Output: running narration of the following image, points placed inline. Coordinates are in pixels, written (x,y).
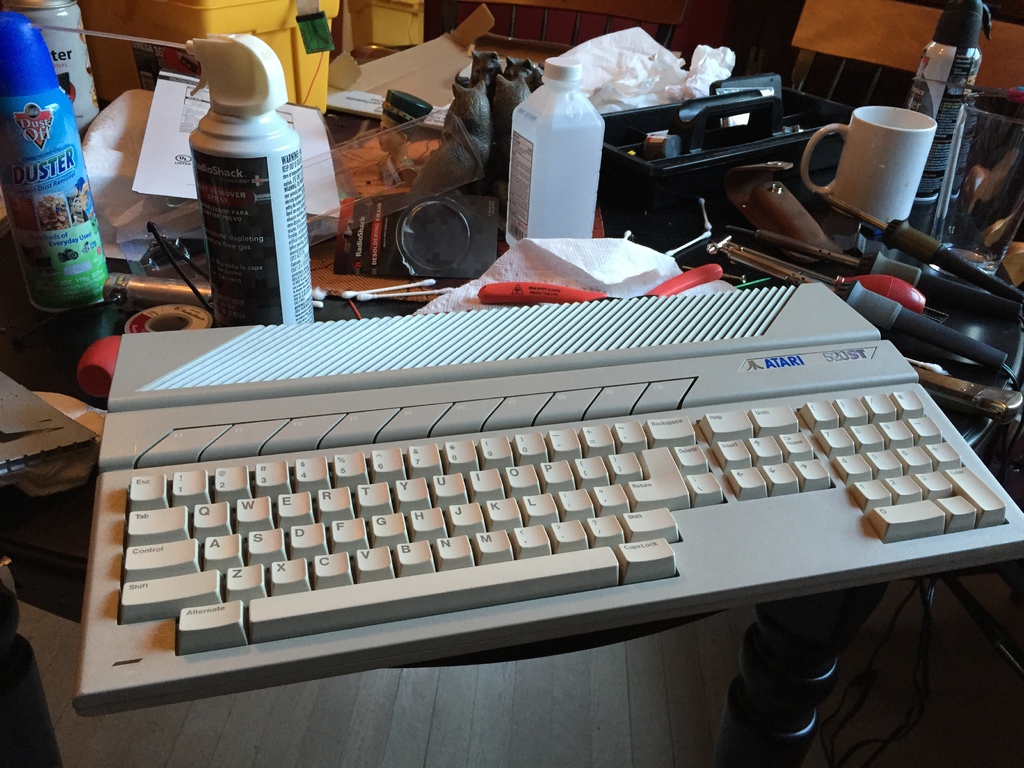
In this image in the center (623,449) there is one keyboard (422,449) and on the background (230,120) there are some bottles (233,239), one cup (882,169), and some instruments (889,262) are there on the table (55,321) and one box (407,50), paper (158,144) and one tissue paper (623,50) is there.
